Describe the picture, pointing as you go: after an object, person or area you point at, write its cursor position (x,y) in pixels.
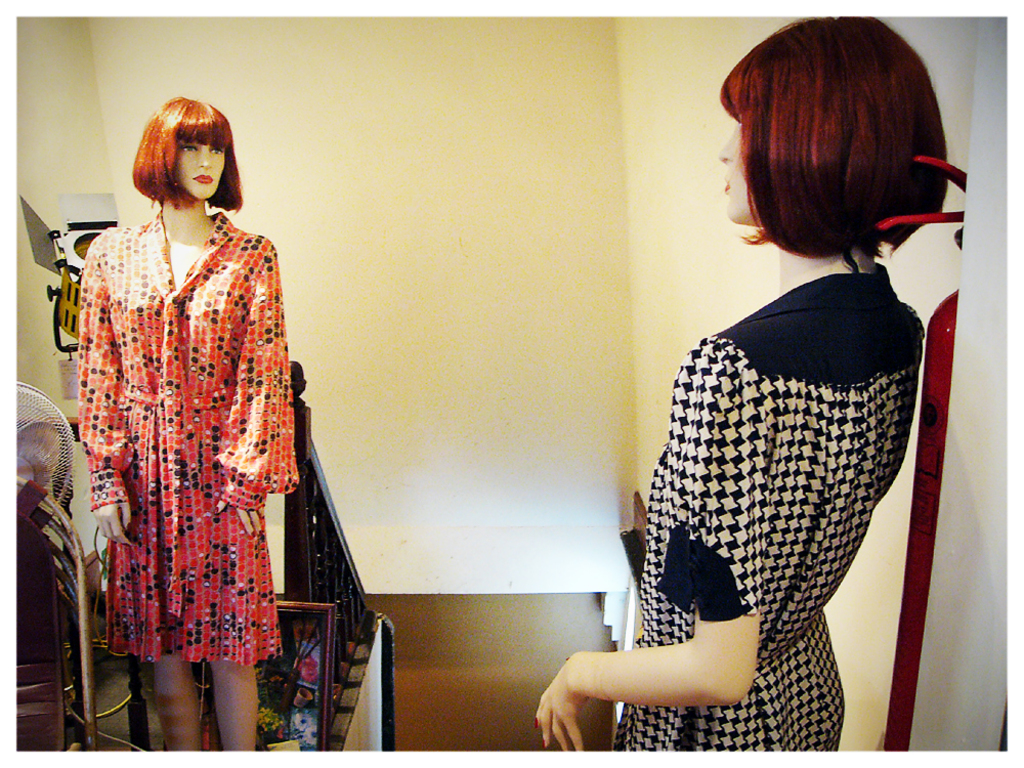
In this image I can see two mannequins (236,486) and I can see both of them are wearing dresses (132,399). On the left side of the image (329,539) I can see a fan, few railings (352,560), a frame (281,613) and few other things (44,597).
